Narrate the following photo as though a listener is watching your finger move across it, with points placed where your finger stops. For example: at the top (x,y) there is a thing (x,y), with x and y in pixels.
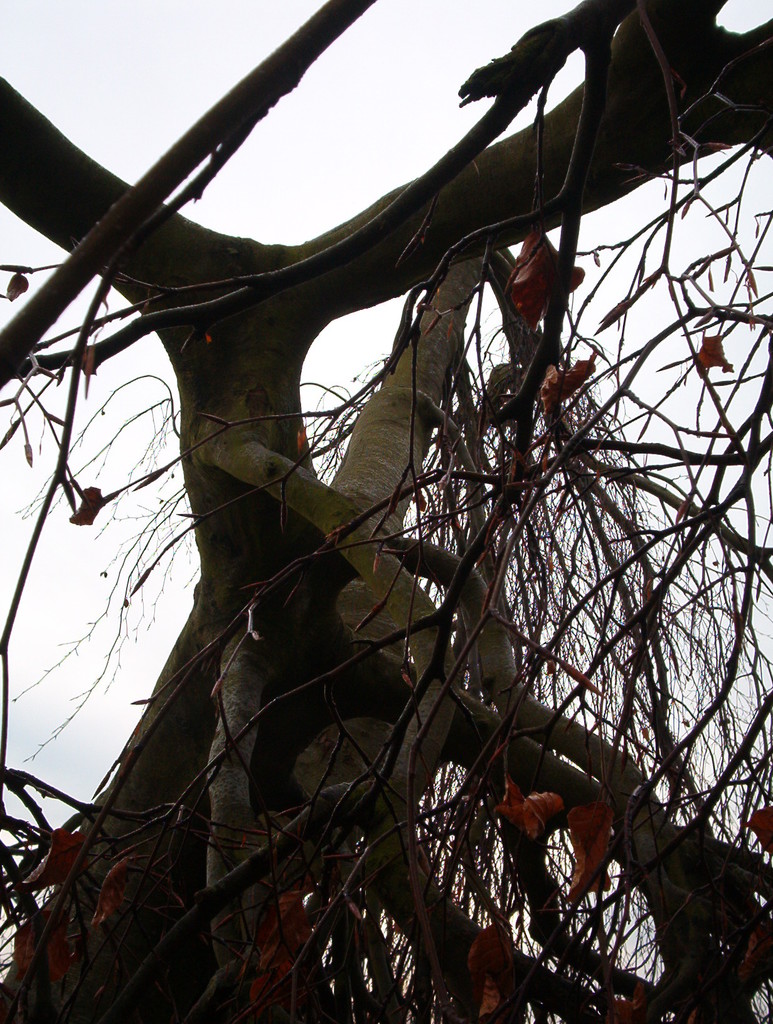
In this image I can see there are trees (446,650), at the top (426,119) it is the cloudy sky (444,115).
